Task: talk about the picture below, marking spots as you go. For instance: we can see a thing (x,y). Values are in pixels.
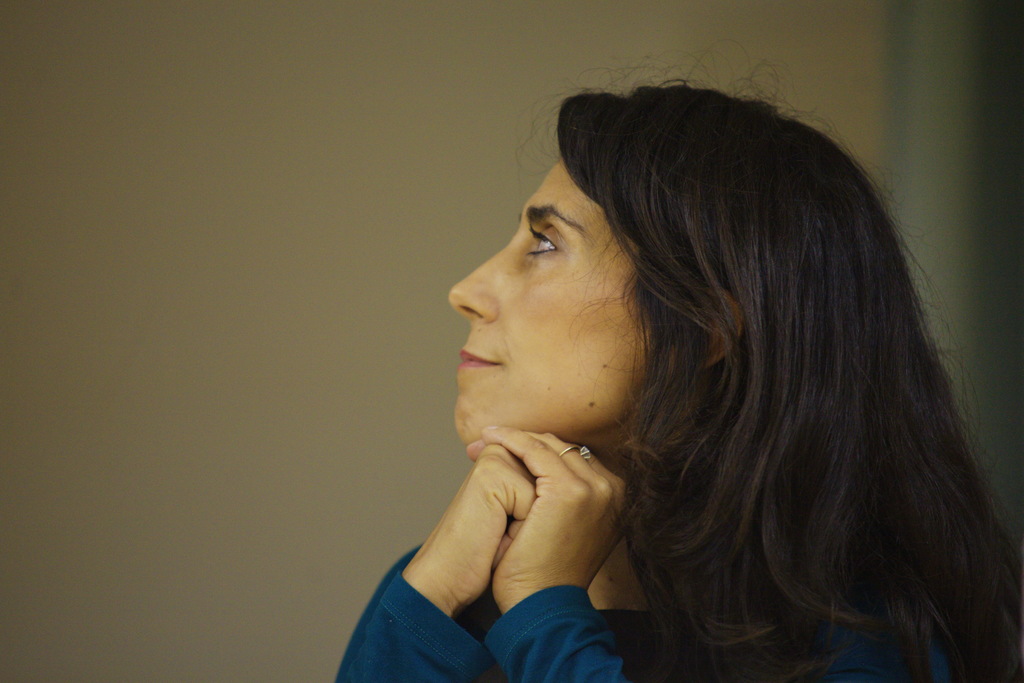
In the foreground of the picture (622,496), there is a woman (620,519) and in the background (367,231), there is a wall (309,179).
